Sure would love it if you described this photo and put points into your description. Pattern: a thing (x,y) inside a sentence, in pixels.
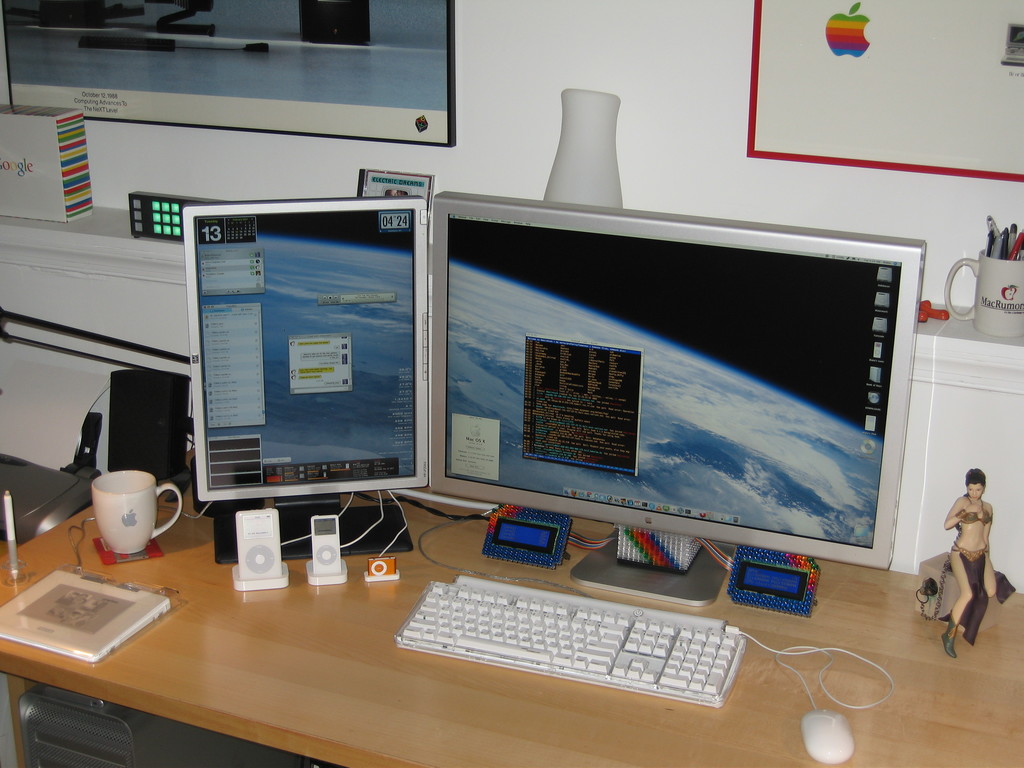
In this image there are two monitors (518,210) on a table (952,701). Keyboard (636,619), mouse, cup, and few electrical devices (315,537) on a table (338,609). To the right side of image (1014,235) there is a cup (1005,267) having pens (1003,251) in it. To the wall (57,272) there is picture frames (998,26) and a box (76,212) at the left side of image (47,157) text (33,166) written as google.
